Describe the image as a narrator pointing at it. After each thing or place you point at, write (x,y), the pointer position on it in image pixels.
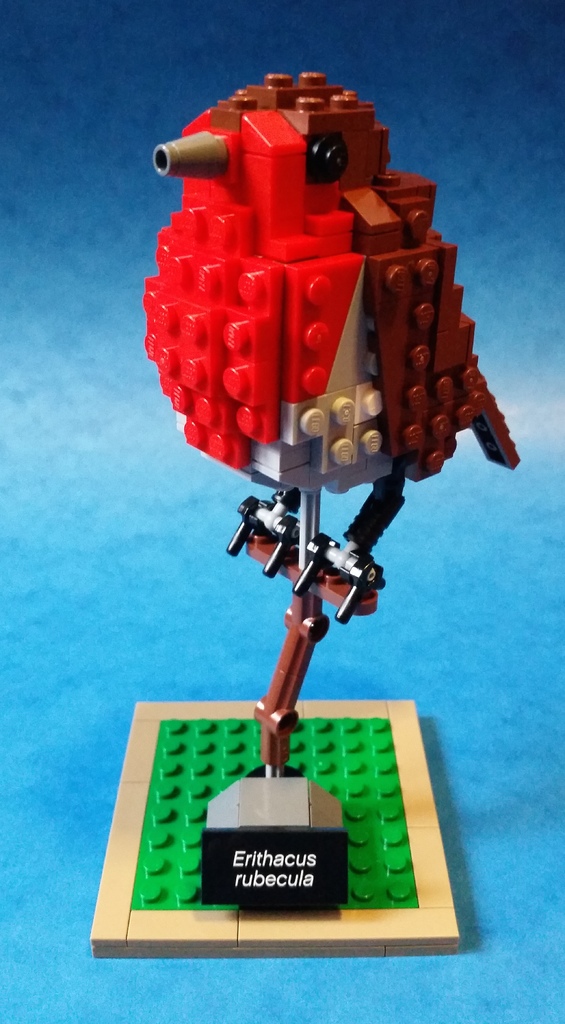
In this picture we can see a toy (181,730) made of building blocks (201,899) and this toy (180,878) is placed on a blue platform (236,500).
